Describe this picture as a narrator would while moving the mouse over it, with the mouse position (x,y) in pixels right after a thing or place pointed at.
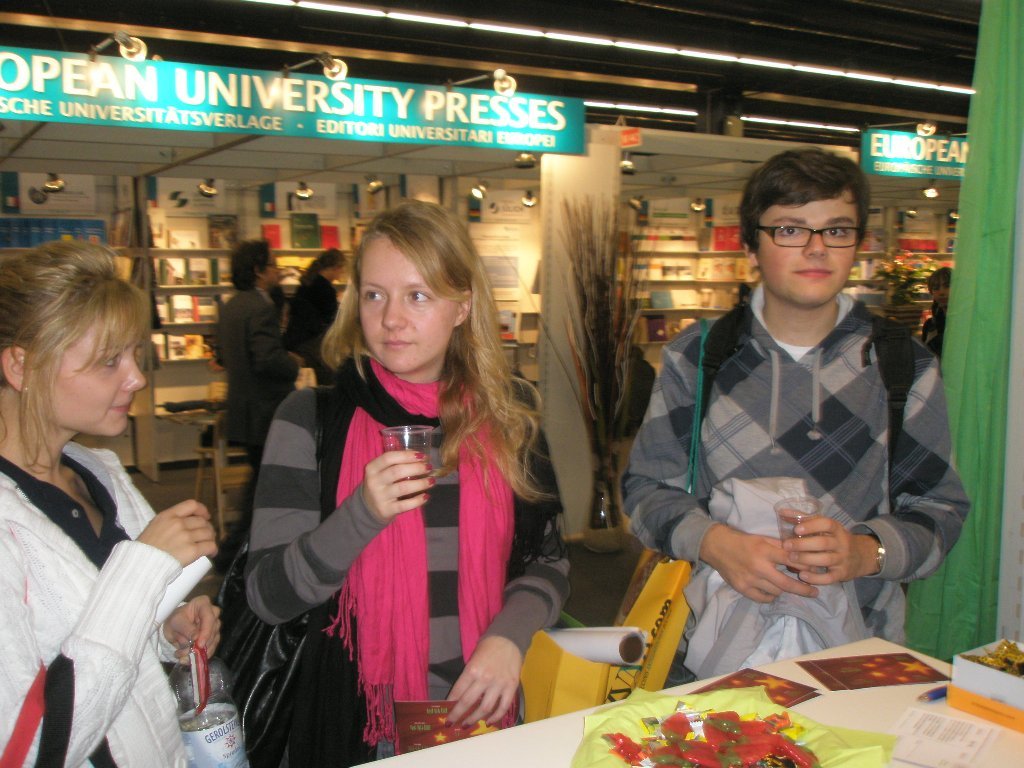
In this image I can see few people (50,582) are standing. I can see two of them are carrying bags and here I can see he is wearing specs (831,232). I can also see they both are holding glass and in background (81,64) I can see few boards (454,140), lights (135,40), a plant (581,216) and on these boards (578,127) I can see something is written.
